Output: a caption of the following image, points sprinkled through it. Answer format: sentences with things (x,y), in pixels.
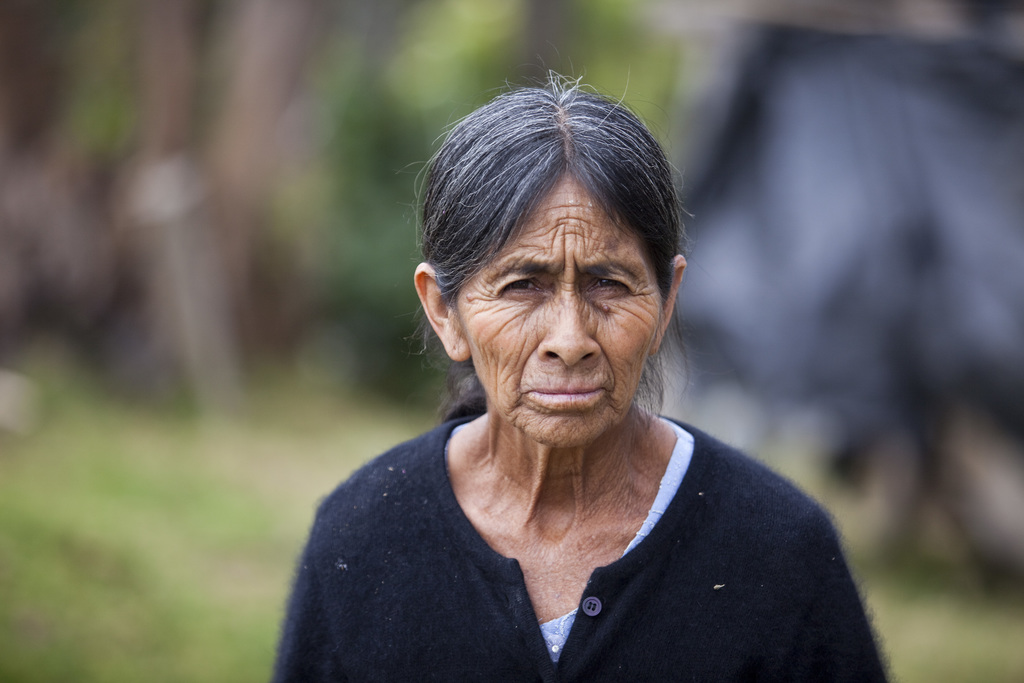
There is a woman (727,620) wore jacket (604,593). In the background (967,52) it is blur.
